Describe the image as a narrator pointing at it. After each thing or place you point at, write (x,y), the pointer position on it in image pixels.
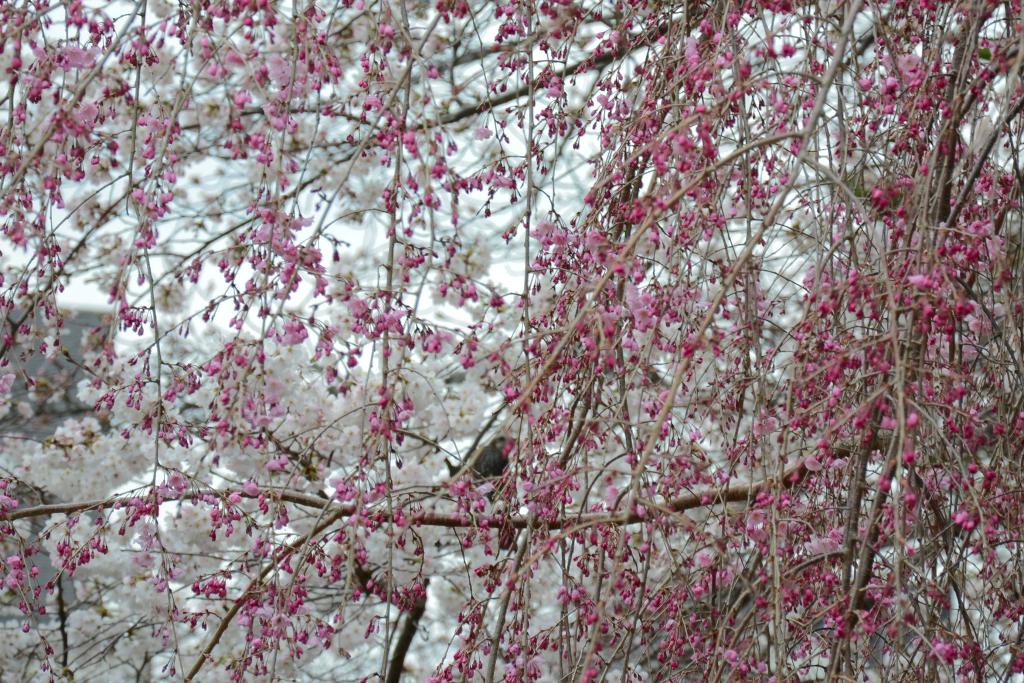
In this picture we can see trees (714,361), flowers (902,236), and buds (193,385). In the background (163,257) we can see sky (72,296).
